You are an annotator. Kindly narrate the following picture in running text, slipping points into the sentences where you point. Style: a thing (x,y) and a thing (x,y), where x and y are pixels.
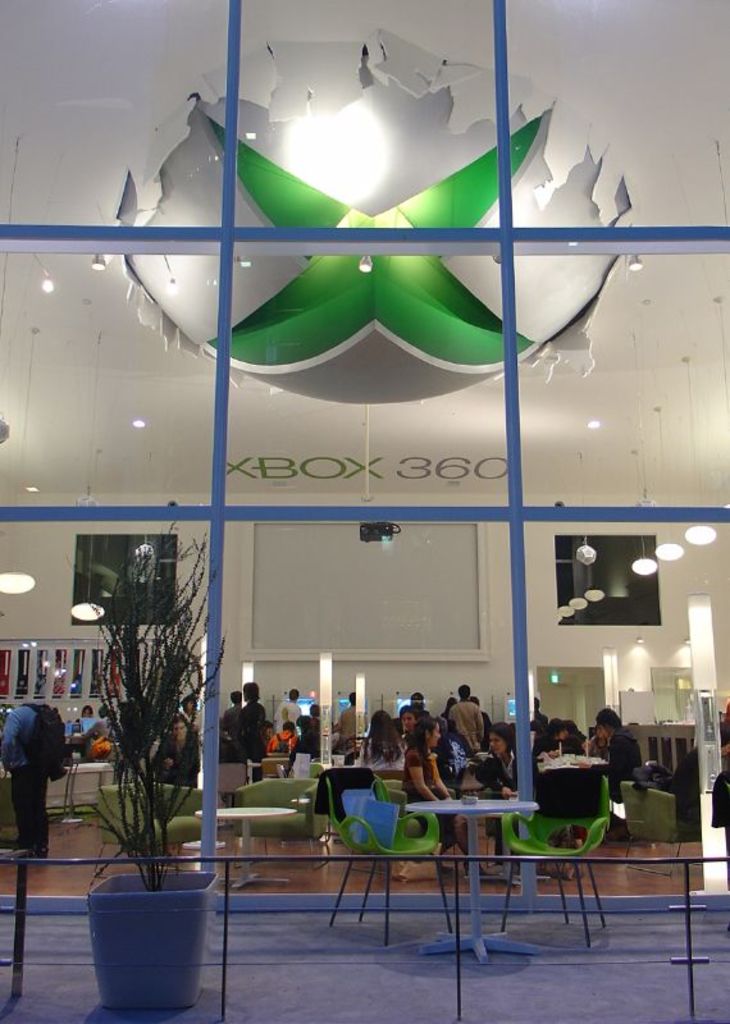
Here we can see a group of people (410,788) are sitting on the chair (281,799), and some (345,723) are standing, and at above here are lights (368,261), and here is the flower pot (155,836).
